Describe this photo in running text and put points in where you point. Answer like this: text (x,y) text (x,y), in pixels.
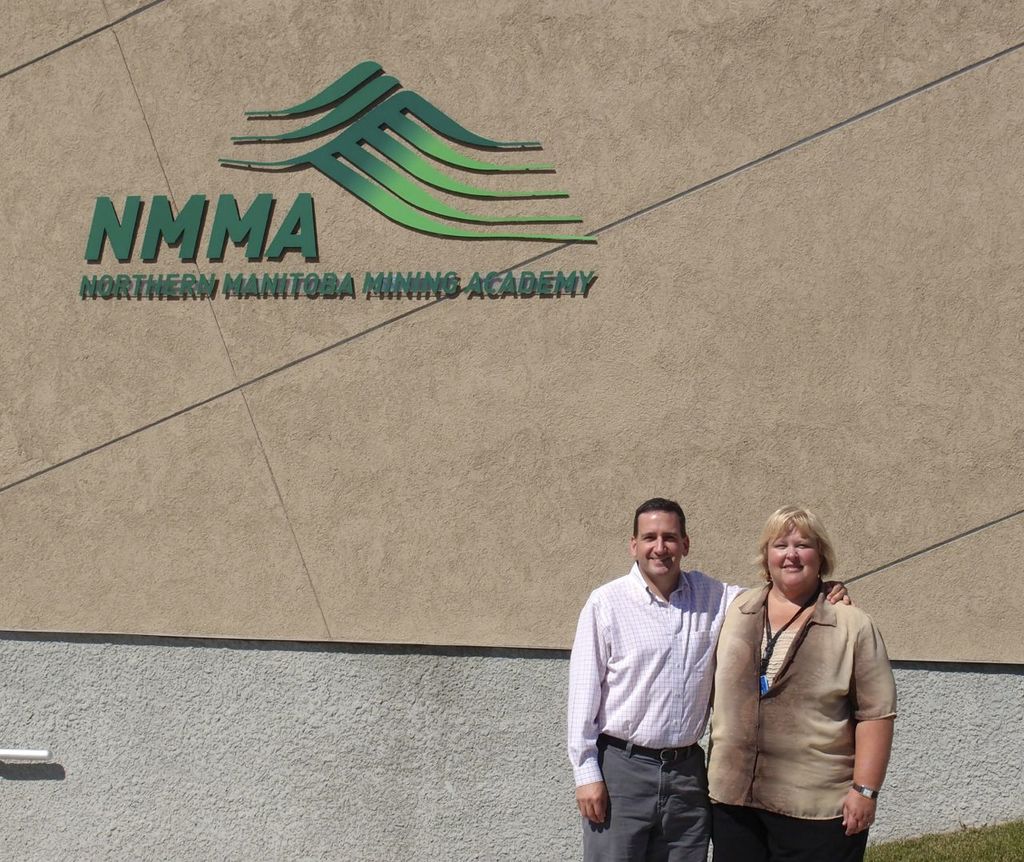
In the image there are two people (652,703) standing. Behind them there is a wall (313,339) with logo (336,111) and something written on it.
